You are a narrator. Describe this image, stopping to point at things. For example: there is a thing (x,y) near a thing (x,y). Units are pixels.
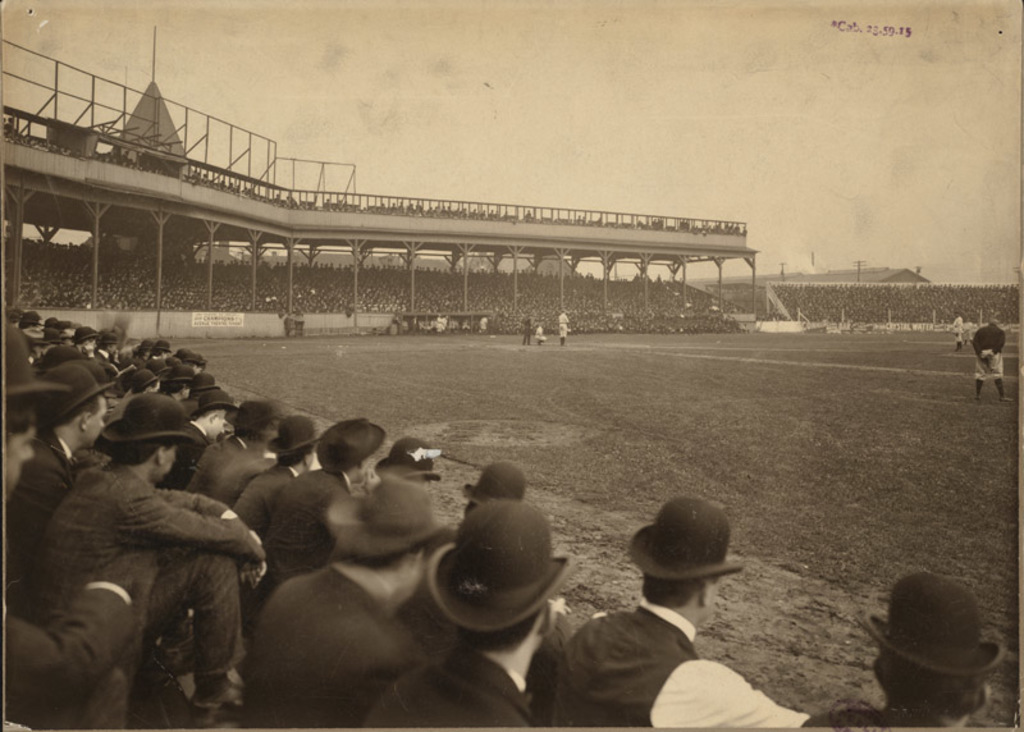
In the image we can see there are many people (268,698) sitting, wearing clothes (258,682) and a hat (344,539). There is a ground (874,404), on the ground (849,442) there are people (989,340) playing, they are wearing clothes (982,357) and shoes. This is a stadium (277,224), poles (160,218) and a sky (721,73).
